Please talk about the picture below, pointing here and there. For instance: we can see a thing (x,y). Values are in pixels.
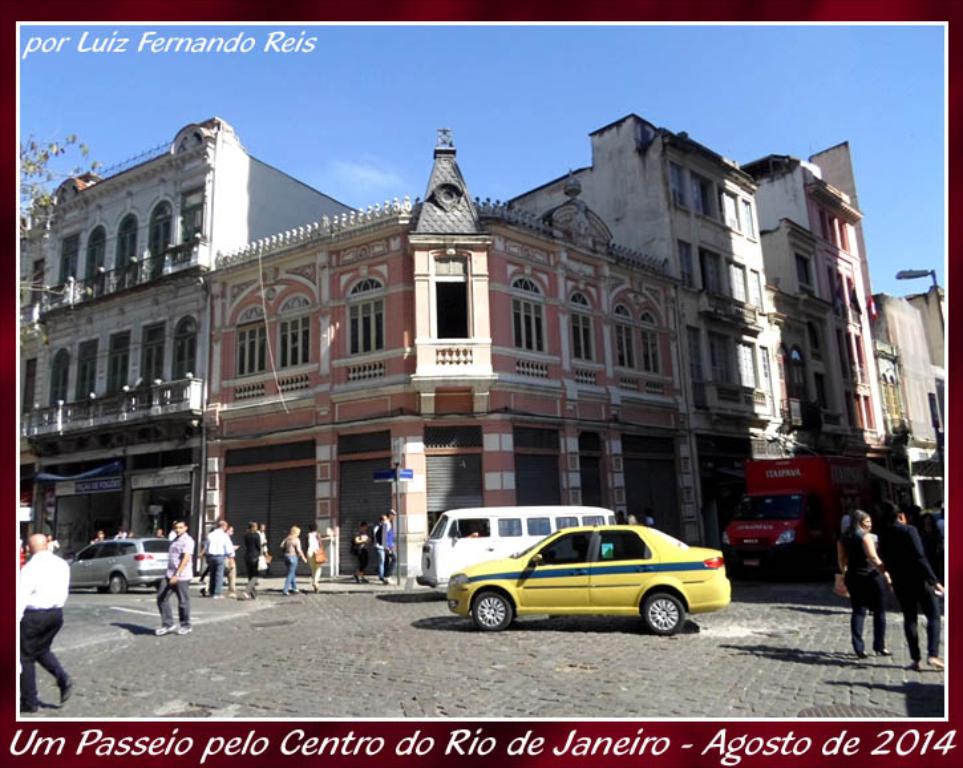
This is an edited image with the red borders (116,17). In the foreground (498,592) we can see the vehicles (134,575) and group of persons (65,573). In the center (596,314) we can see the buildings (653,299). In the background (632,111) there is a sky (291,98) and a tree (39,215) and we can see a street light (903,278) and there is a text (944,739) on the image.
